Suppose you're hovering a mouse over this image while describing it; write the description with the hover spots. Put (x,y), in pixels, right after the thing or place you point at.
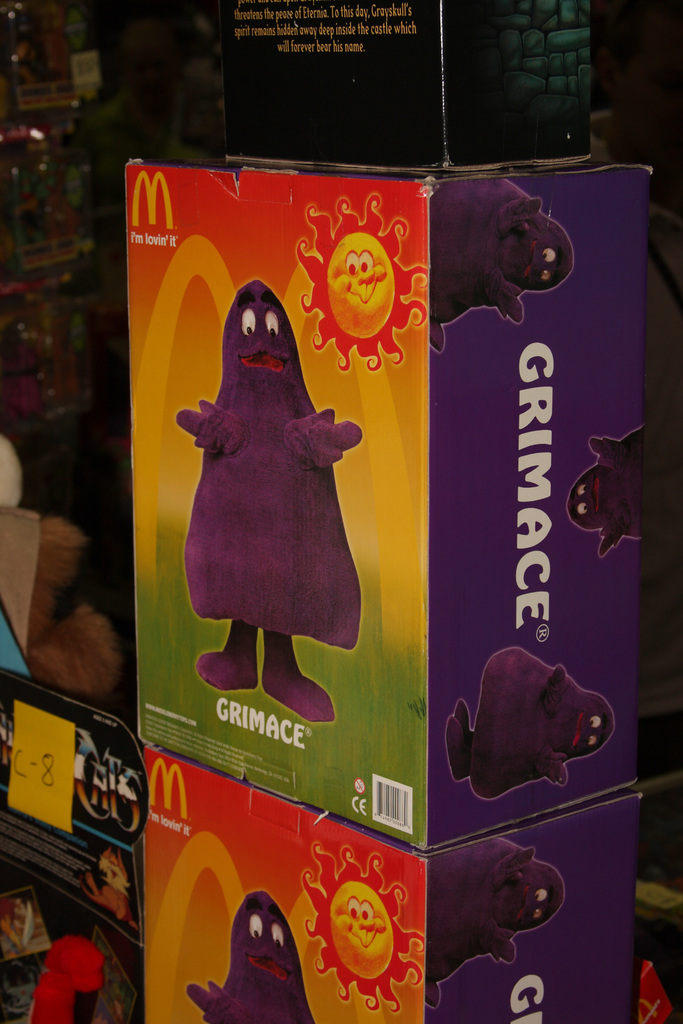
In the image we can see there are many boxes (267,586), on the box (214,562) there is an animated picture (277,471) and text (523,445). The background (666,410) is dark.
